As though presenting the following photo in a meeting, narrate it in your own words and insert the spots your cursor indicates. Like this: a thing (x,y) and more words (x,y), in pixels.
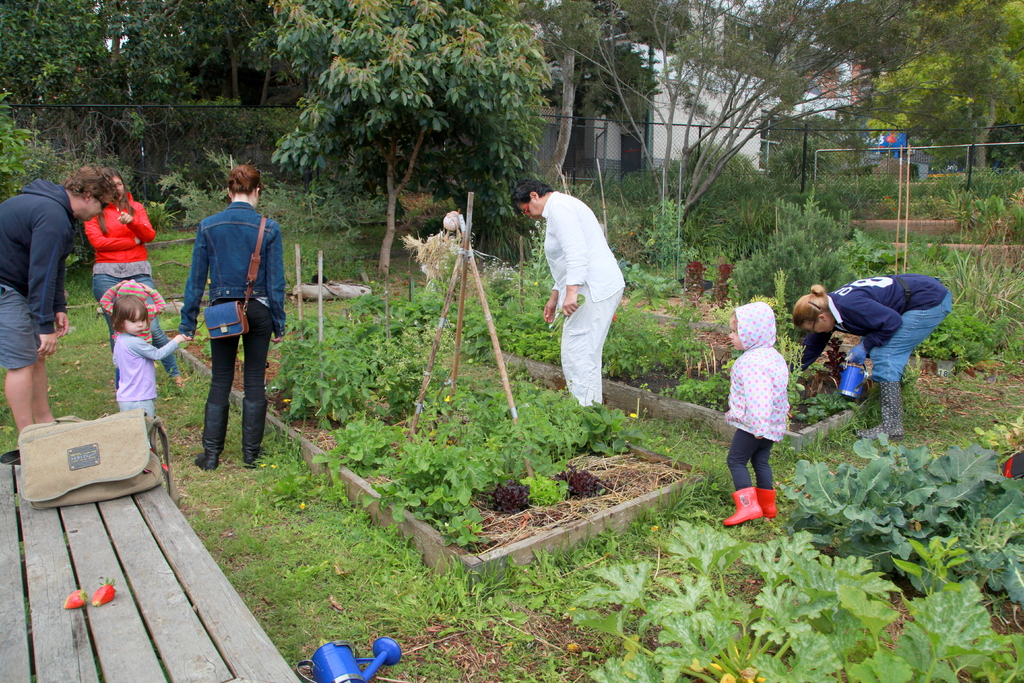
There are people (36,212), we can see bag (122,491) and strawberries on the table (195,577). We can see plants (766,637), wooden sticks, blue object (336,643) and grass (311,638). In the background (478,147) we can see fence (657,141), trees (671,111) and building (641,162).
